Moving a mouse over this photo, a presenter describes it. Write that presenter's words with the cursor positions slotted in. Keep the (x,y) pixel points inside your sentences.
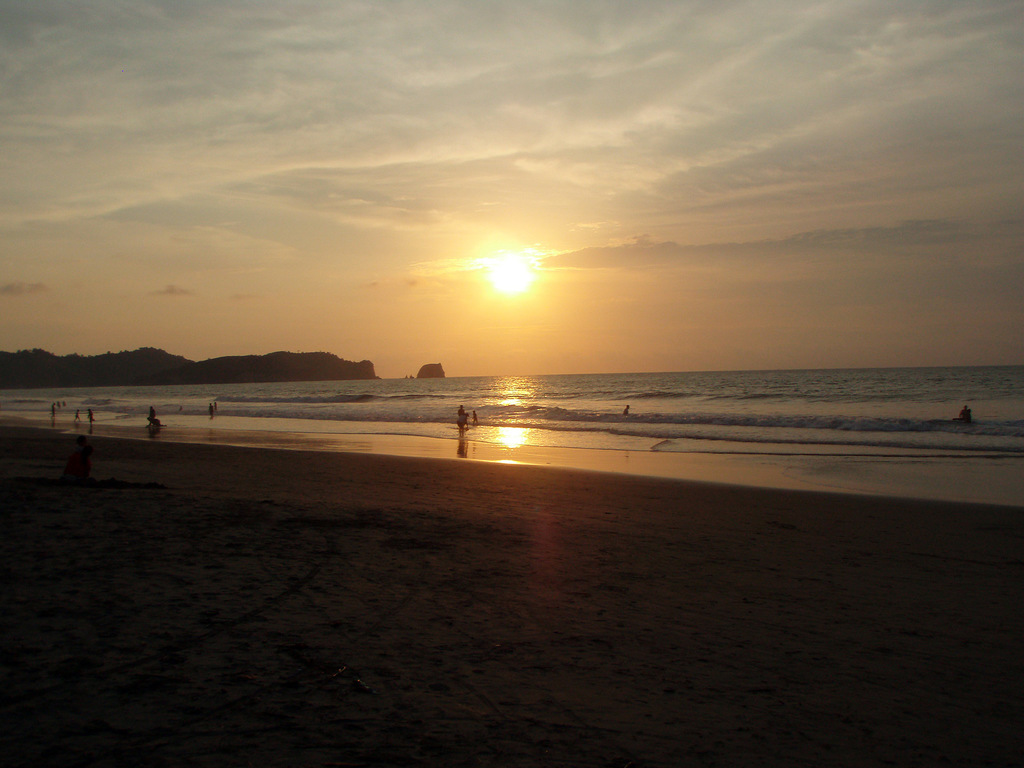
In this image there are a few people (77,463) hanging out in the beach sand (144,430) and water (581,399), in the background of the image (139,378) there are mountains (368,378), at the top of the image (504,251) there is sun (506,277) and clouds (568,253) in the sky (751,274).
